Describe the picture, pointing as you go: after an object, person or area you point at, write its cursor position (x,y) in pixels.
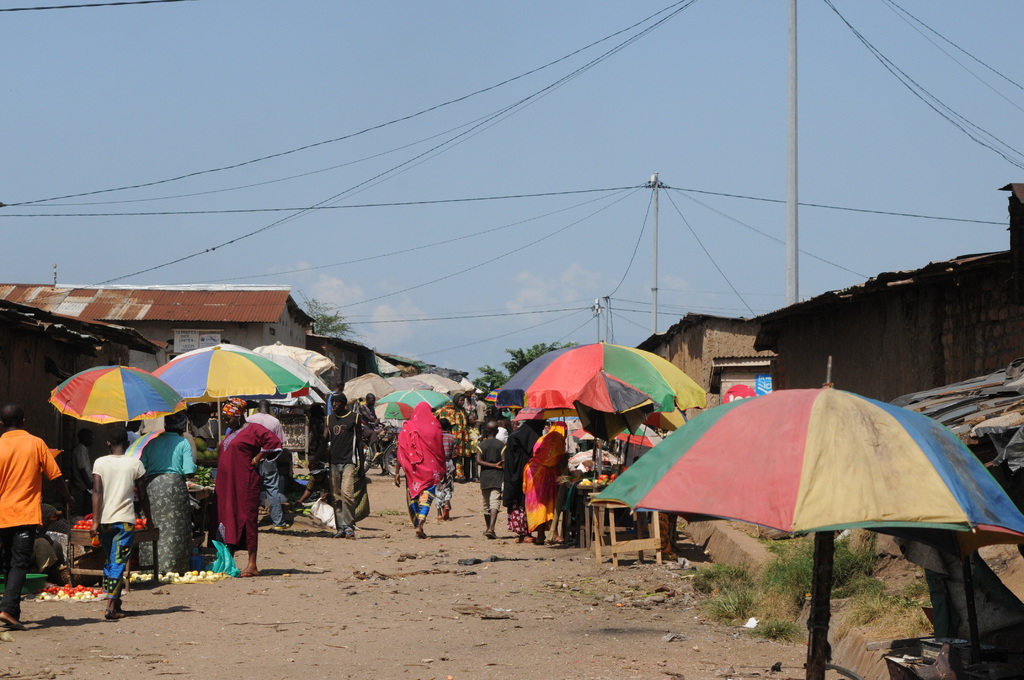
In this image I can see group of people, some are standing and some are walking. I can also see few multi colored umbrellas (673,497), background (79,335) I can see few sheds (85,312) and few electric poles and I can see trees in green color and the sky (551,143) is in blue and white color.
